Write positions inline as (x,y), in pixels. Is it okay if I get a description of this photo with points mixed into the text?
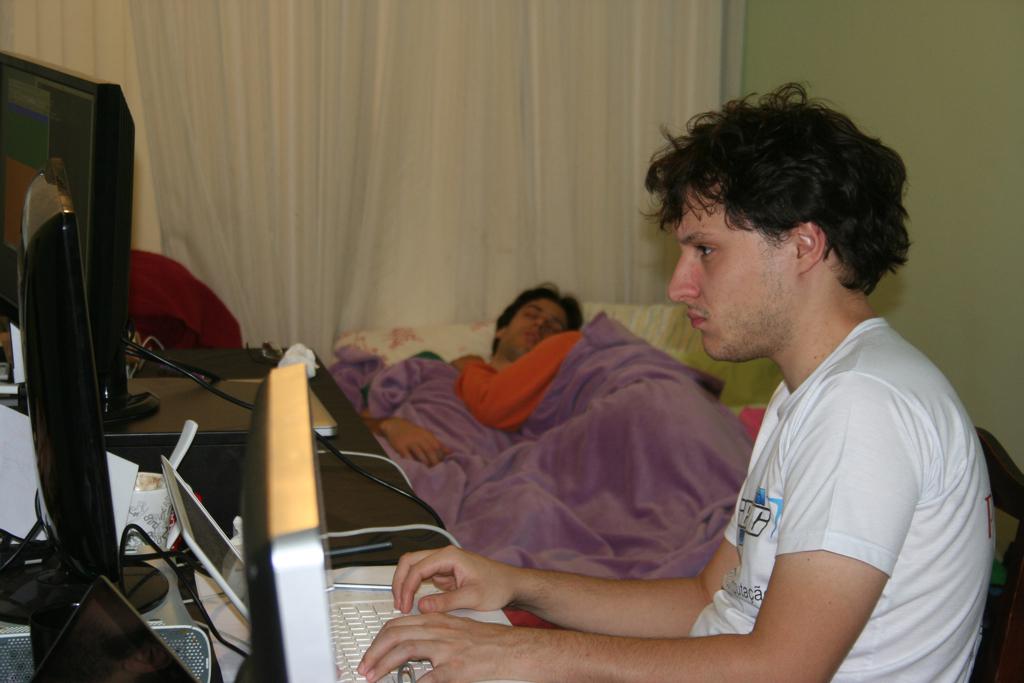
There is one person (781,544) sitting at the bottom of this image (821,521) is wearing white color t shirt (864,460). There are some laptops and some desktops (111,392) are on a table (246,449) on the left side of this image (289,463). There is one other person (464,382) lying on the bed (445,411) in the middle of this image (560,325), and there is a curtain (598,70) in the background (442,141).
